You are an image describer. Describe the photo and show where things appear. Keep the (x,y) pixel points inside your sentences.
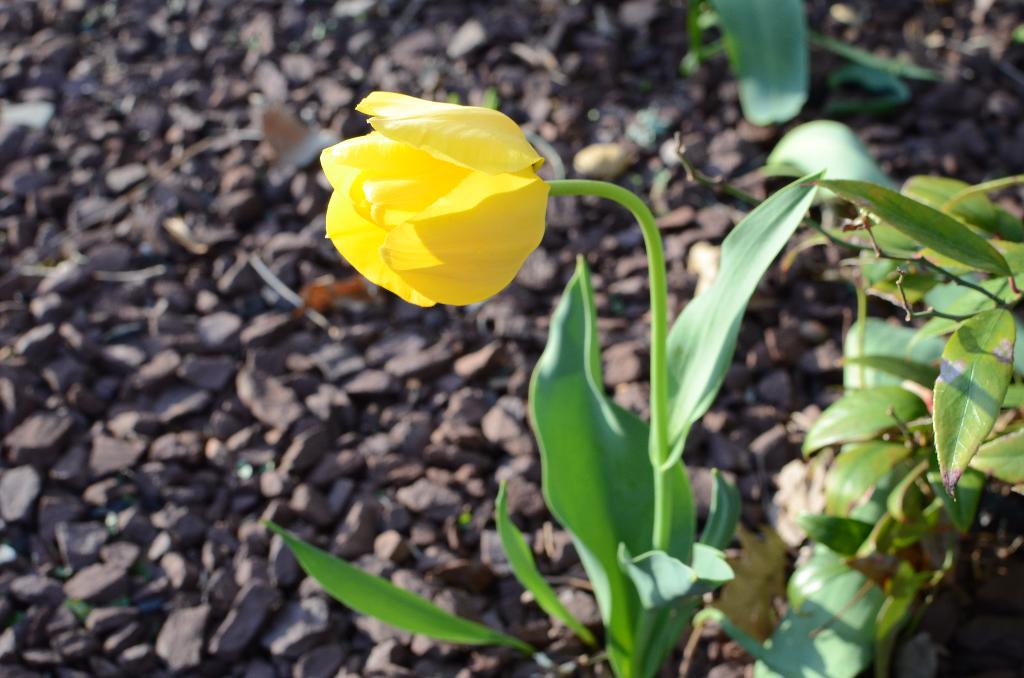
In this picture we can see a yellow flower (368,227) on a plant (634,660). There are a few green leaves (848,369) on the right side (973,243). We can see some stones (95,540) on the path (91,35).
